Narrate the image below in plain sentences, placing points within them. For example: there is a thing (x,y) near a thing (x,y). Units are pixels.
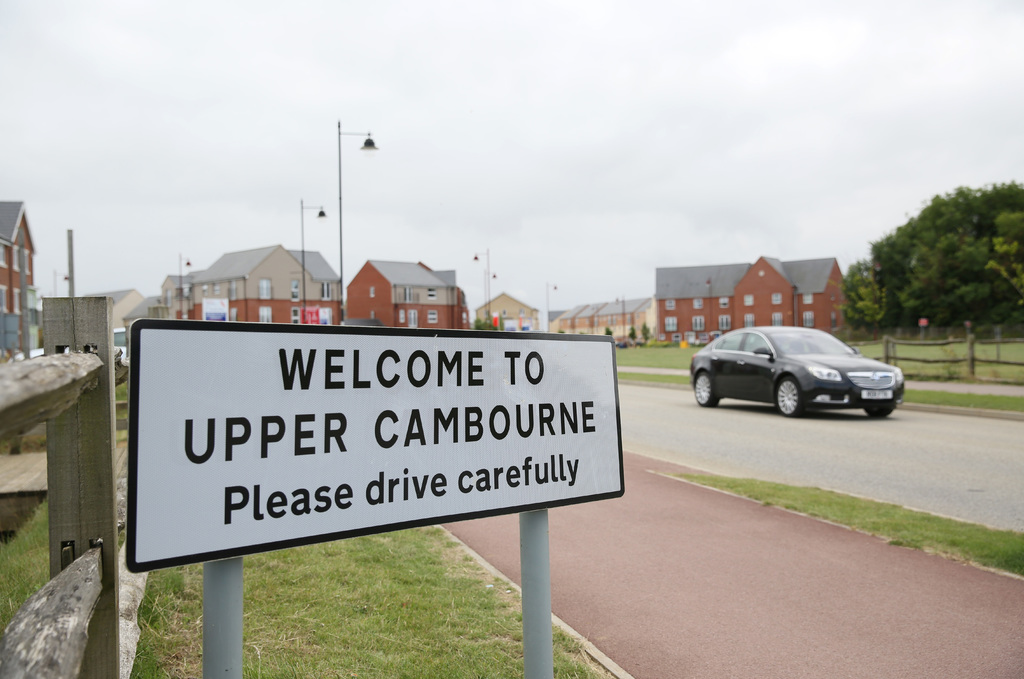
In this image in the foreground (187,478) there is one board (550,437), on the board (192,444) there is some text (284,426). On the right side (890,355) and left side (56,421) there is a fence (61,504), and in the background (359,277) there are some houses (231,256), poles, lights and there is one car (765,394) on the road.
